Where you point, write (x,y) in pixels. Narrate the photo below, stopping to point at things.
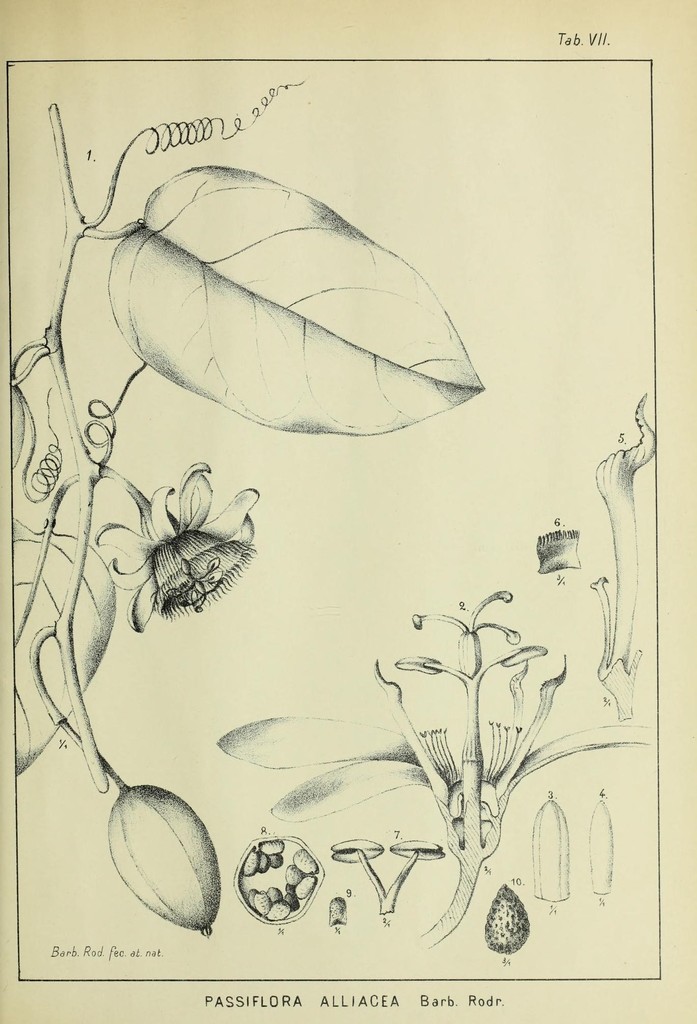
This image consists of a paper (369,874) with a few images (291,746) of leaves (222,323), a creeper (51,530), a flower (171,579) and parts (294,844) of the plant (339,844) and there is a text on it.
